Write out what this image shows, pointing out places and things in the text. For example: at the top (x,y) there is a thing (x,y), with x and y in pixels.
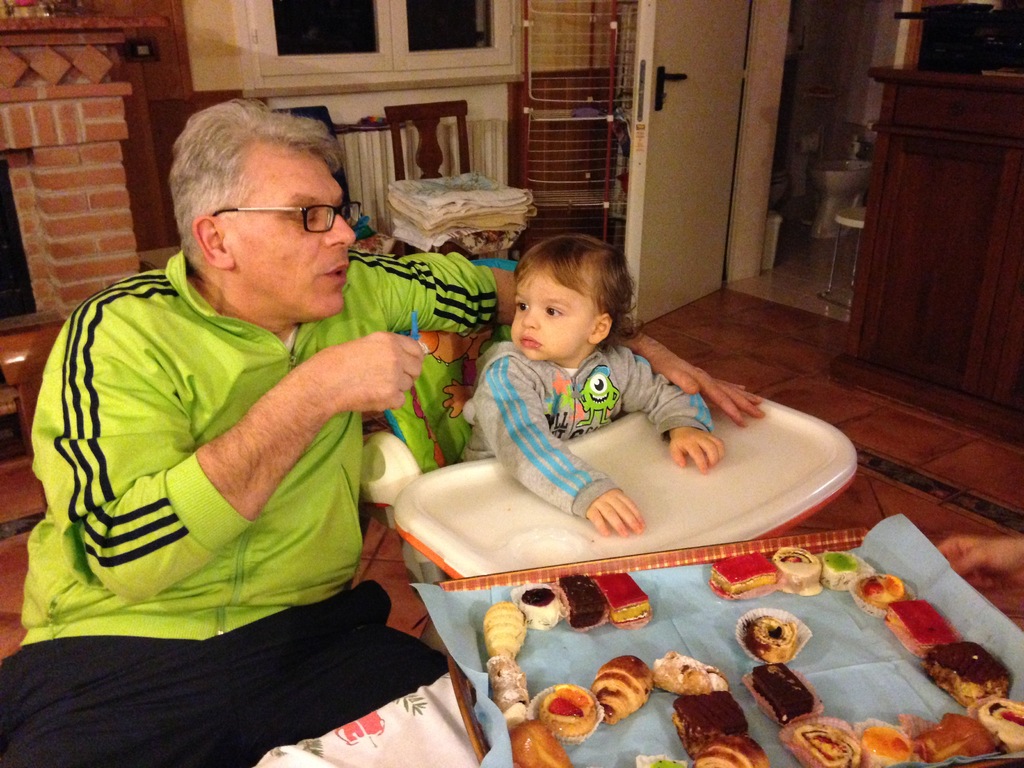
In this picture there is a man (68,618) on the left side of the image (182,616) and there is a small baby (562,361) in a sitter (427,489) and there are doors (792,27) and windows (415,69) at the top side of the image (479,21).
